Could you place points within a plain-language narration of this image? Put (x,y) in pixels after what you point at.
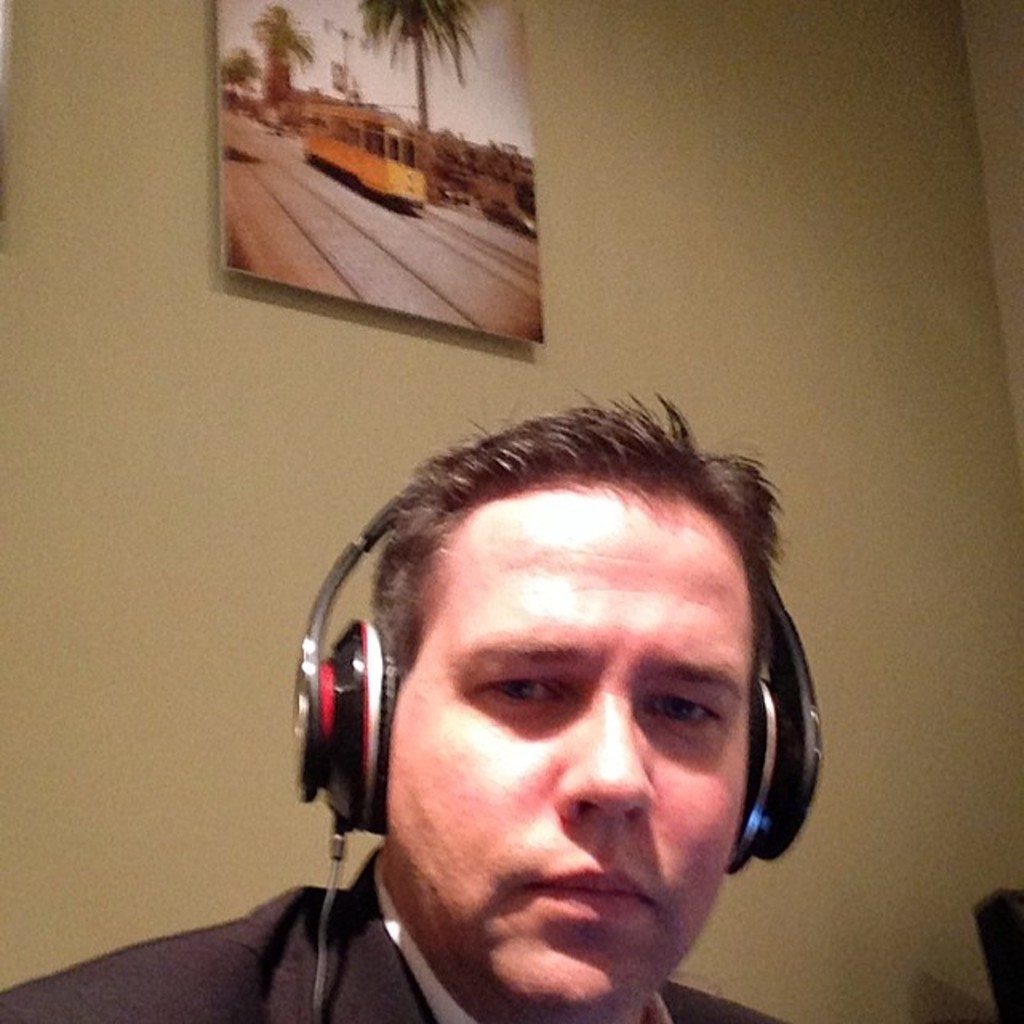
In the image in the center (428,651), we can see one person (550,850) wearing headphones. In the background (372,492) there is a wall (438,444) and a photo frame (473,279).
